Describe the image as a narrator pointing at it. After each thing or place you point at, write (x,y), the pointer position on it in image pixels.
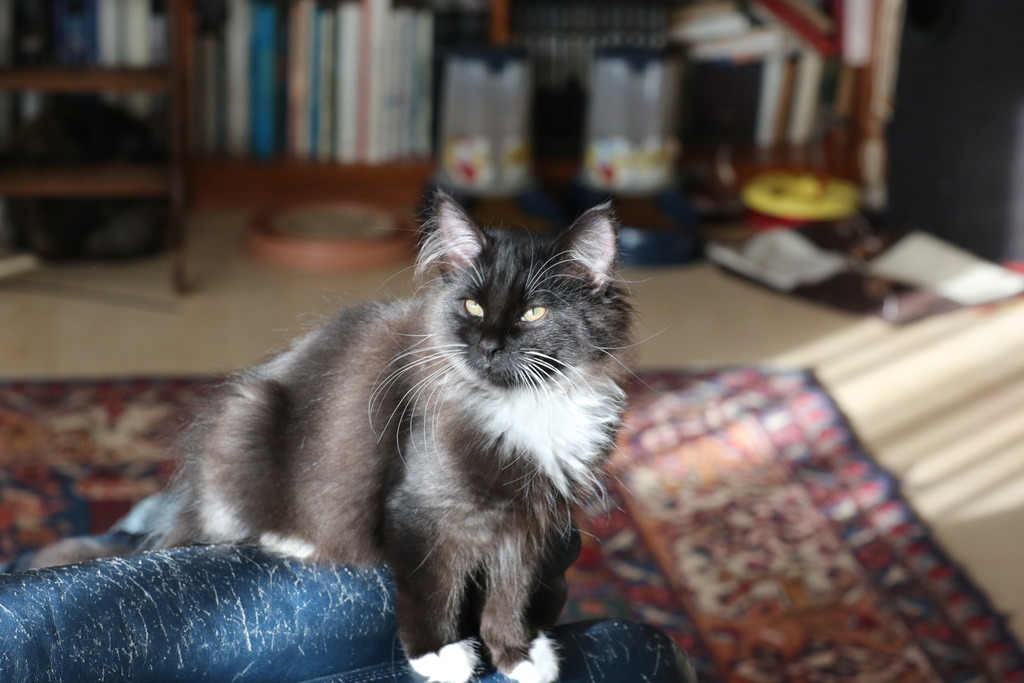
In this image we can see a cat (506,528) on the surface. In the background (238,62), we can see some books (277,86) and some objects (616,120) placed on the surface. On the left side of the image (166,185) we can see a ladder (155,192).
